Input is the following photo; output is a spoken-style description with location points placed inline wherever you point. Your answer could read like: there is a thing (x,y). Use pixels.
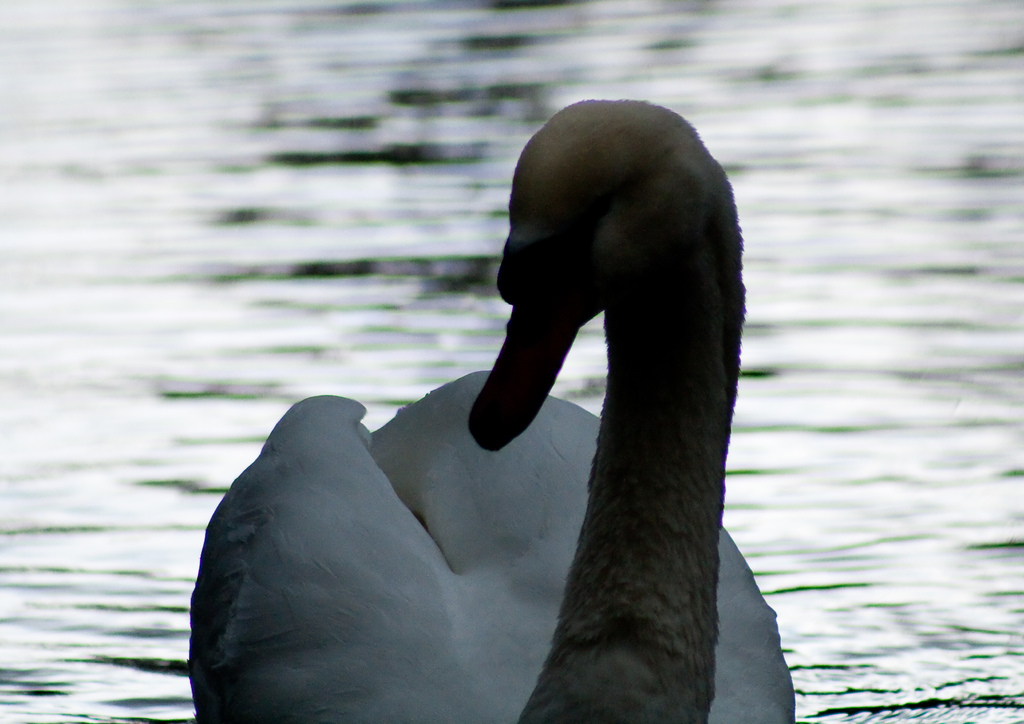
In this image, we can see a bird (347,435) and some water (251,252).
